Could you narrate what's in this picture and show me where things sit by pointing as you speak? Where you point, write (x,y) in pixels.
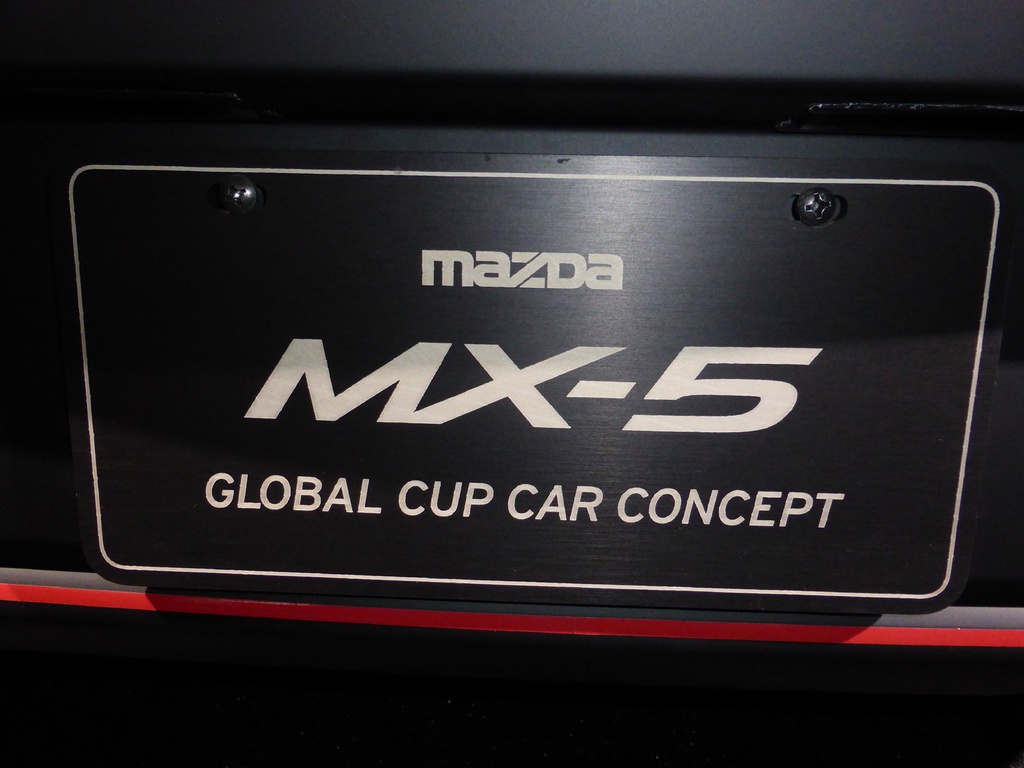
In this image I can see there is the name (401,371) in white color on a black color board (552,416). At the top (832,219) there are black color screws (819,205).
